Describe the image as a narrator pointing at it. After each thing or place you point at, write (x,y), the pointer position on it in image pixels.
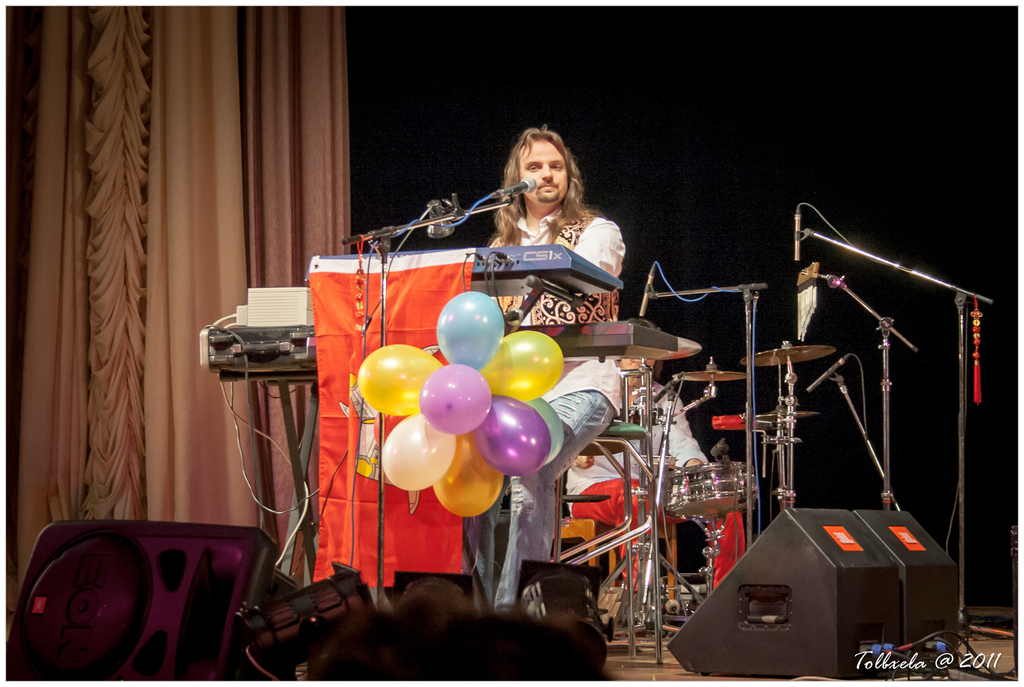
In this image I can see a person (601,413) sitting on chair (626,439) and I can see another person (688,453) backside of him and I can see some musical instruments (737,423) in front (497,274) persons (605,393) and a mike (751,359) kept on floor (651,646) in the foreground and bunch of balloons (416,382) attached to the musical instruments (481,288) and I can see a curtain (168,156) on the left side (168,156) and in the background (438,131) I can see dark view.
